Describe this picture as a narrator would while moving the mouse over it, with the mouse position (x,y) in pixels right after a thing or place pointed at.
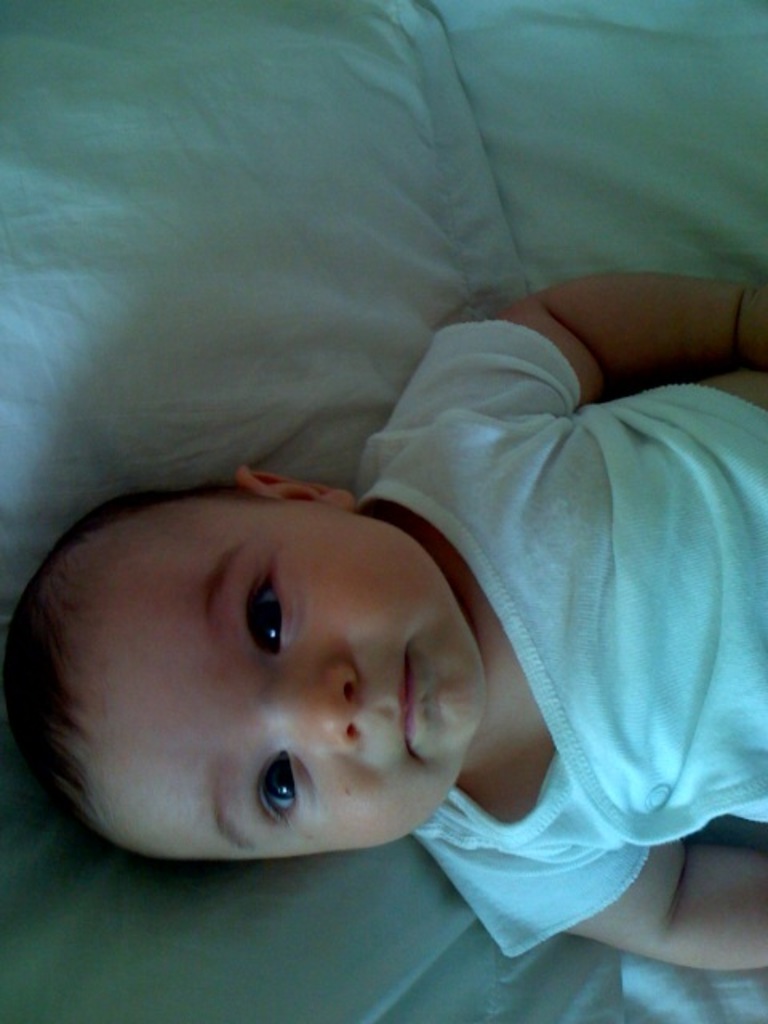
In this picture there is a kid (475,665) lying on the bed (441,198) and the bed (344,172) is covered with white color cloth (377,159).
